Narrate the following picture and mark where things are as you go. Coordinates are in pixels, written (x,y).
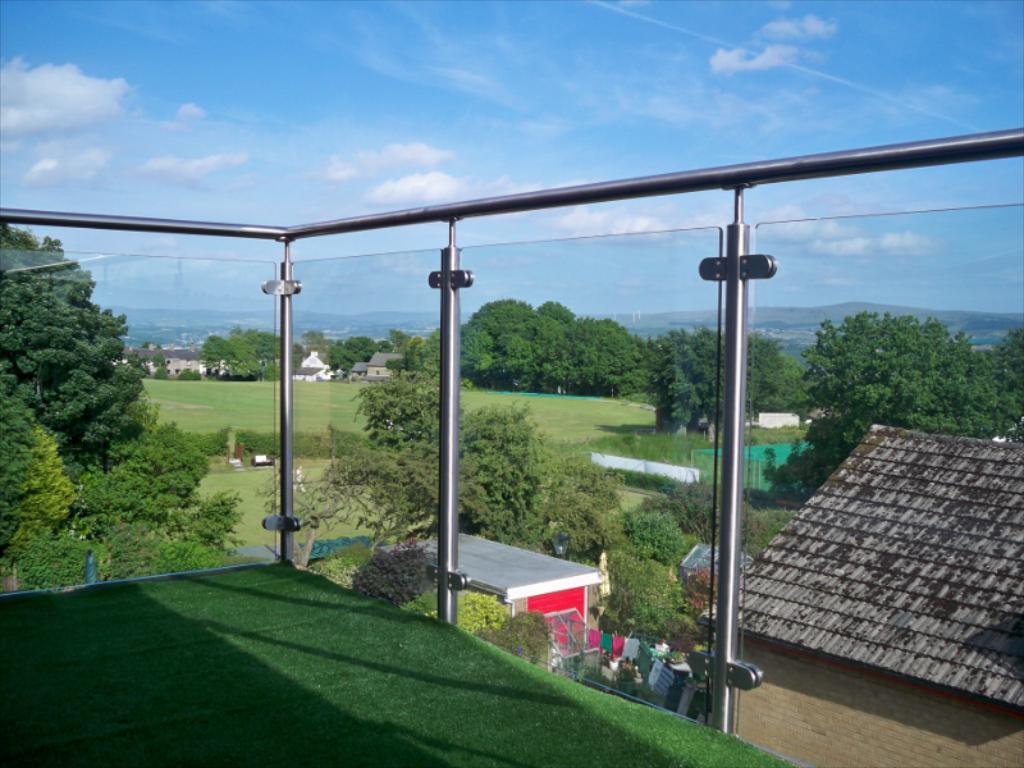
In this image we can see the balcony (292,586) of a building (489,668). From the balcony (490,695) we can see there are buildings (759,578), trees (509,536), plants (338,453), mountains (907,309) and a sky (532,121).
